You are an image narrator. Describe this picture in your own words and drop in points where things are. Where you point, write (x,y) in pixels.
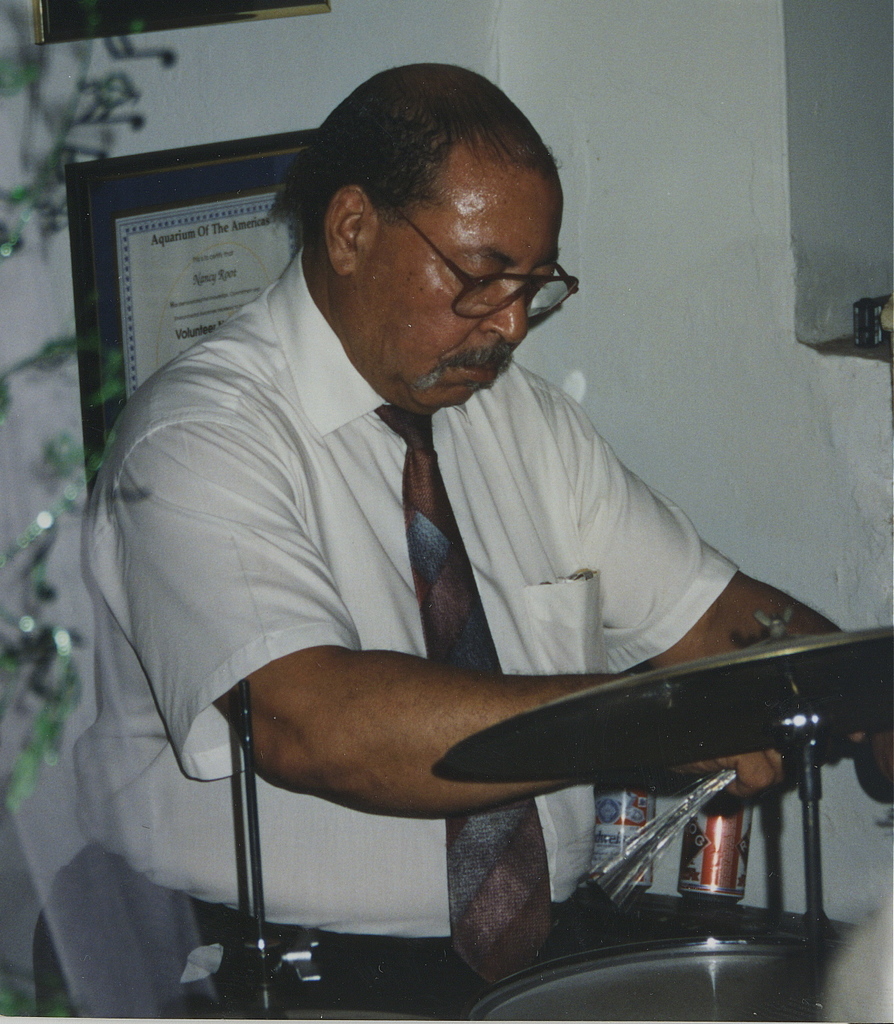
In the image there is an old man (365,530) in white shirt (384,514) and tie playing the drums (635,747) and behind there is a wall (658,7) with a certificate (197,232) on it.
